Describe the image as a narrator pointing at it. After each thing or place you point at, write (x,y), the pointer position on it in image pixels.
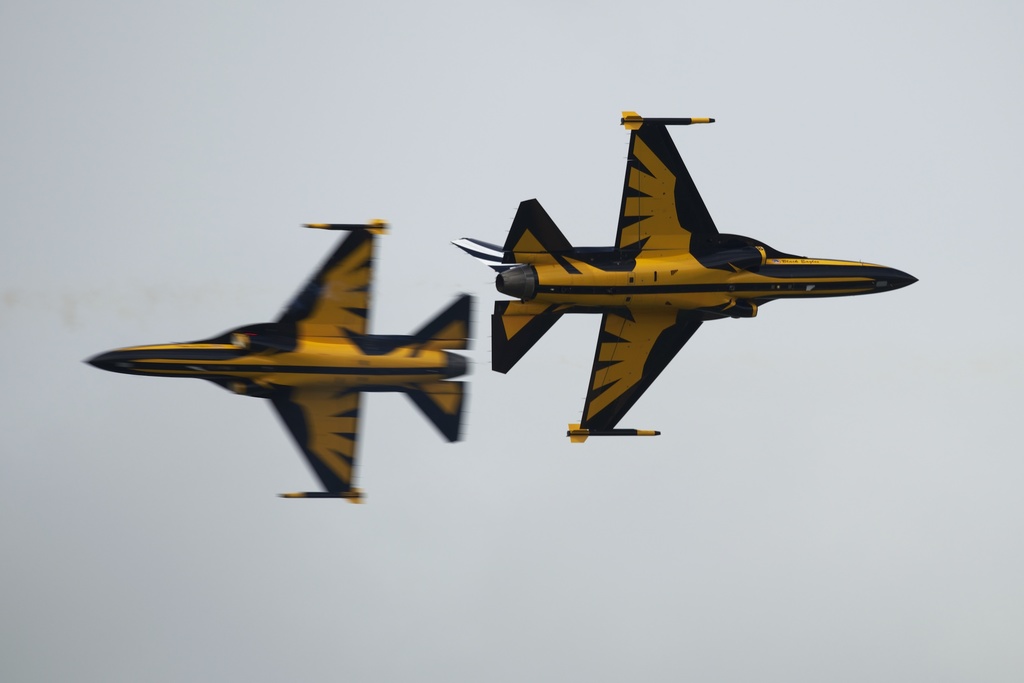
In this image I can see two aeroplanes (458,332). They are in yellow and black color. Background (514,61) is in white color.
